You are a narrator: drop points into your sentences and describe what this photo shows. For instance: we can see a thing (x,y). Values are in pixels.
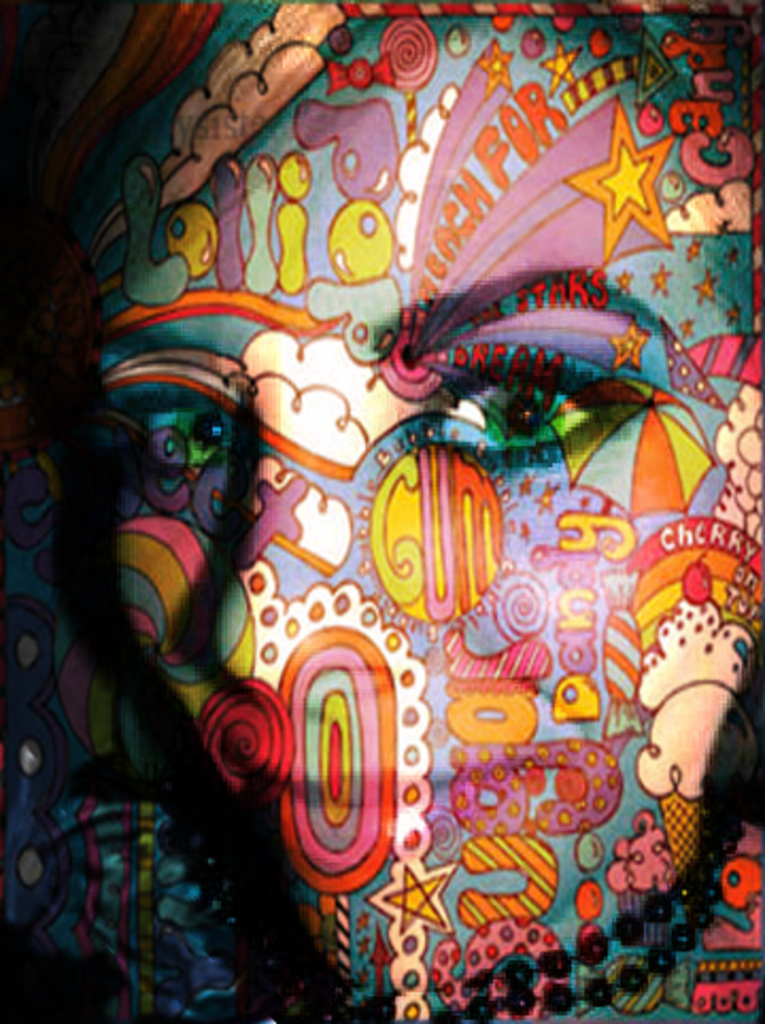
This image consists of a girl (329,282). It looks like an edited image. In which we can see many colors.
